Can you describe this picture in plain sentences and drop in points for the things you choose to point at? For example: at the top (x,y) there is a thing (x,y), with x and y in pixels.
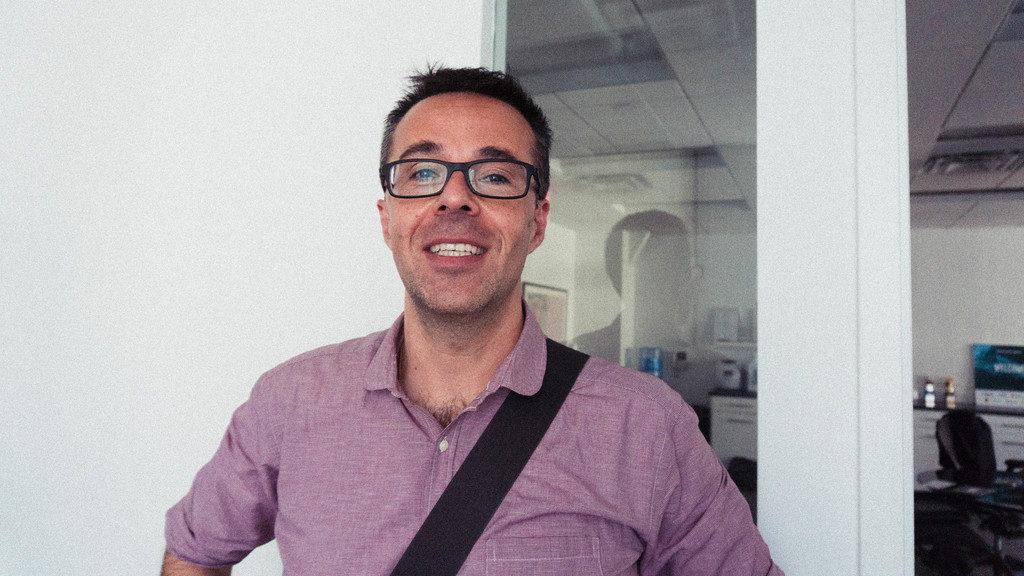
In this image I can see a person (578,383) smiling and wearing a bag (502,489). Back I can see a chair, glass doors (925,235) and few objects (978,396) on the table (992,418). I can see a white wall (971,336).
